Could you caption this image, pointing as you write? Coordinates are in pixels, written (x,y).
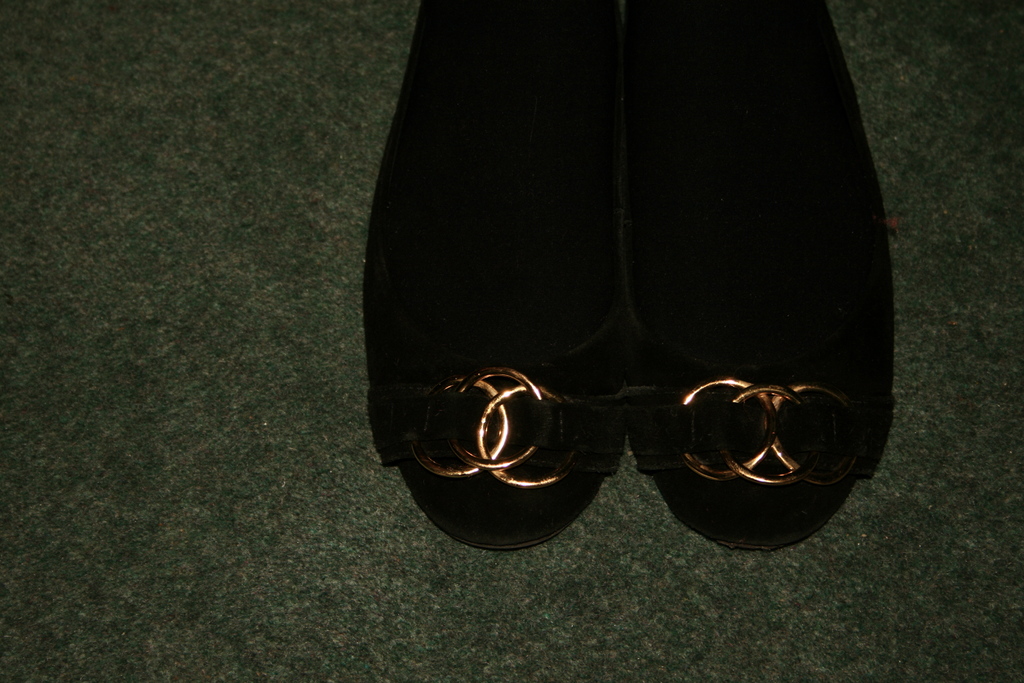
In the picture we can see a footwear (691,509) which are black in color with some designs (501,468) on it.
